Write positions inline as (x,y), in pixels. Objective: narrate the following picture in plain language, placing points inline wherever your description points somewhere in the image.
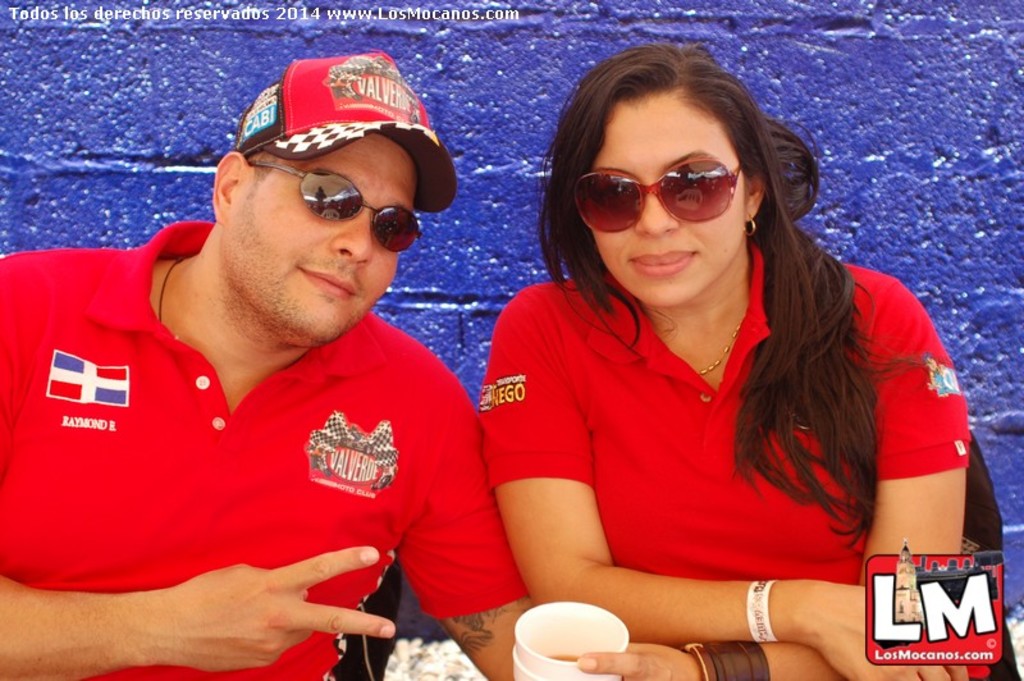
In this image we can see a woman (711,521) holding a glass (619,631) in her hand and a person (383,468) is sitting on chairs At the top of the image (825,158) we can see the wall (559,29).
